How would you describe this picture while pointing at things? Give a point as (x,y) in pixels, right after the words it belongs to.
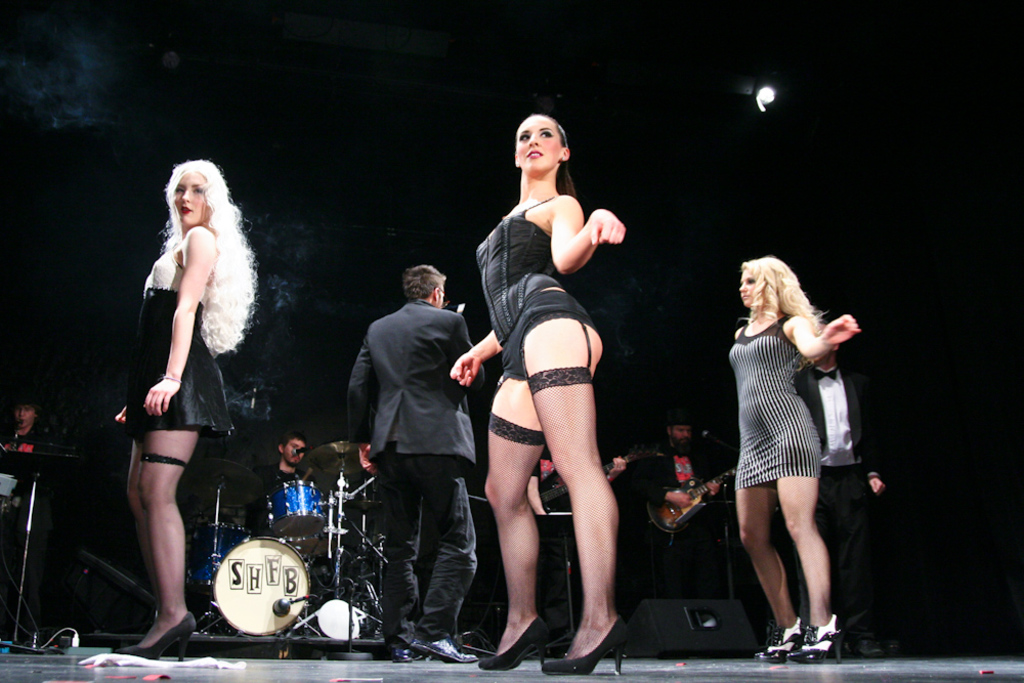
In this image, I can see three women (567,403) dancing and a man (415,462) standing on the floor (52,665). In the background (661,468), there are three persons (616,468) playing the musical instruments (304,527). At the bottom of the image (737,649), I can see the cables (46,652) and there is a speaker (748,636). The background (215,116) is dark.
